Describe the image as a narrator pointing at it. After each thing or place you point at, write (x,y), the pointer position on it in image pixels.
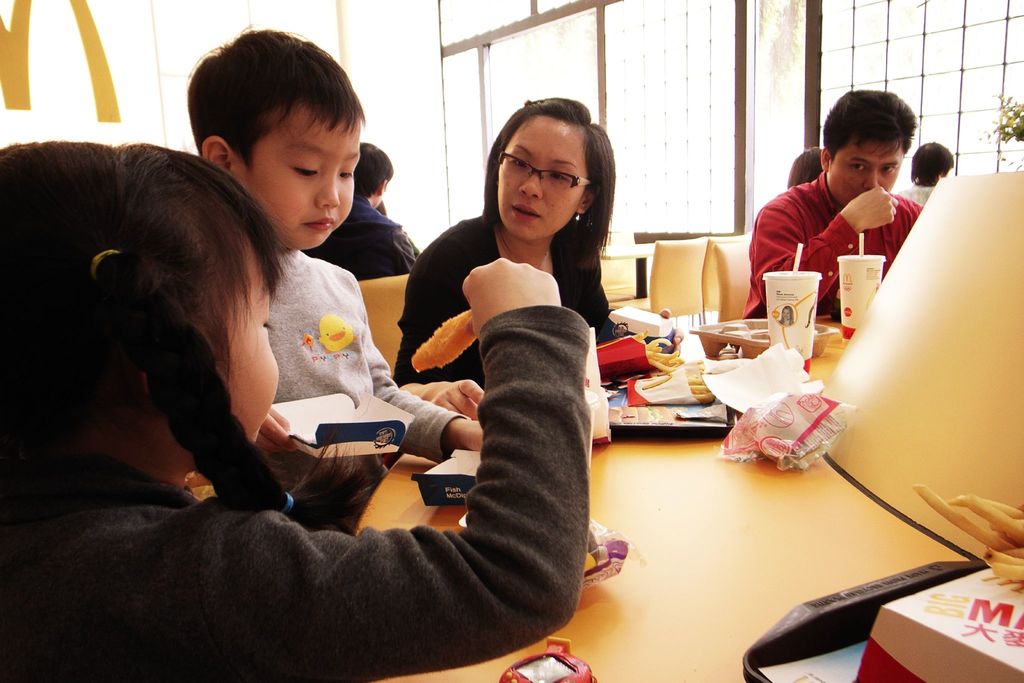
This image is taken indoors. In the background (416,87) there is a wall (381,53) and there are a few windows (665,54). At the bottom of the image (691,611) there is a table (678,588) with a few boxes (463,473), a tray (690,409), two tumblers (786,324) and many things (740,342) on it. There are many food items (696,399). On the left side of the image (266,457) two kids (348,332) are sitting on the chairs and they are holding food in their hands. In the middle of the image (582,248) a few people (777,231) are sitting on the chairs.
